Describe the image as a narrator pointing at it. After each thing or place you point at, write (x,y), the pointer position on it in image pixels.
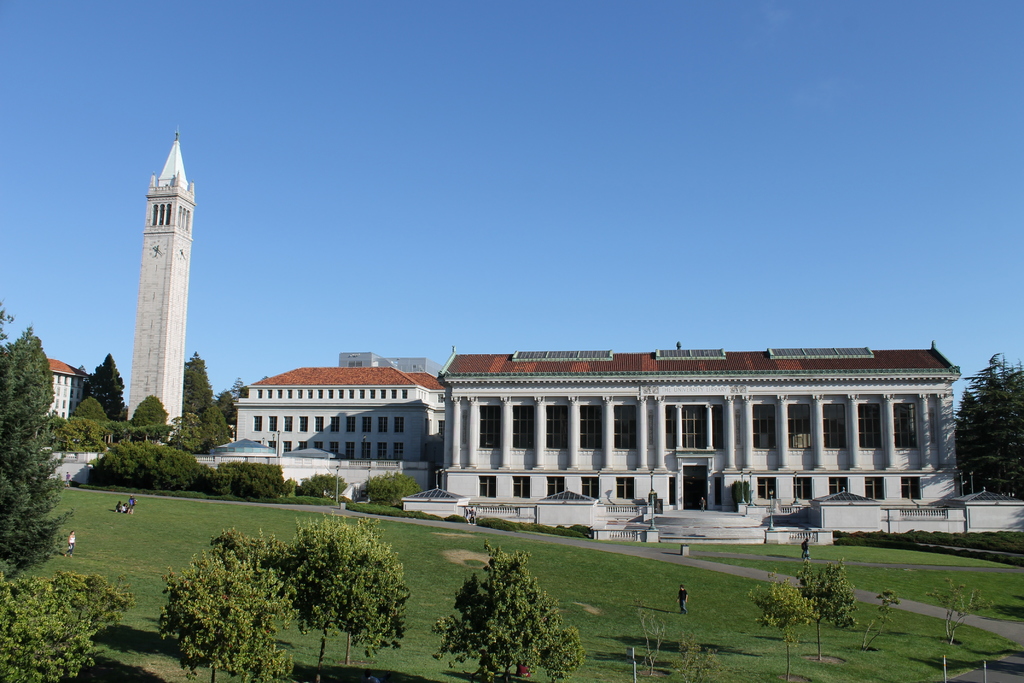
In this image I can see few buildings (903,418), windows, poles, trees (108,425) and few people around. I can see the sky (190,310).
